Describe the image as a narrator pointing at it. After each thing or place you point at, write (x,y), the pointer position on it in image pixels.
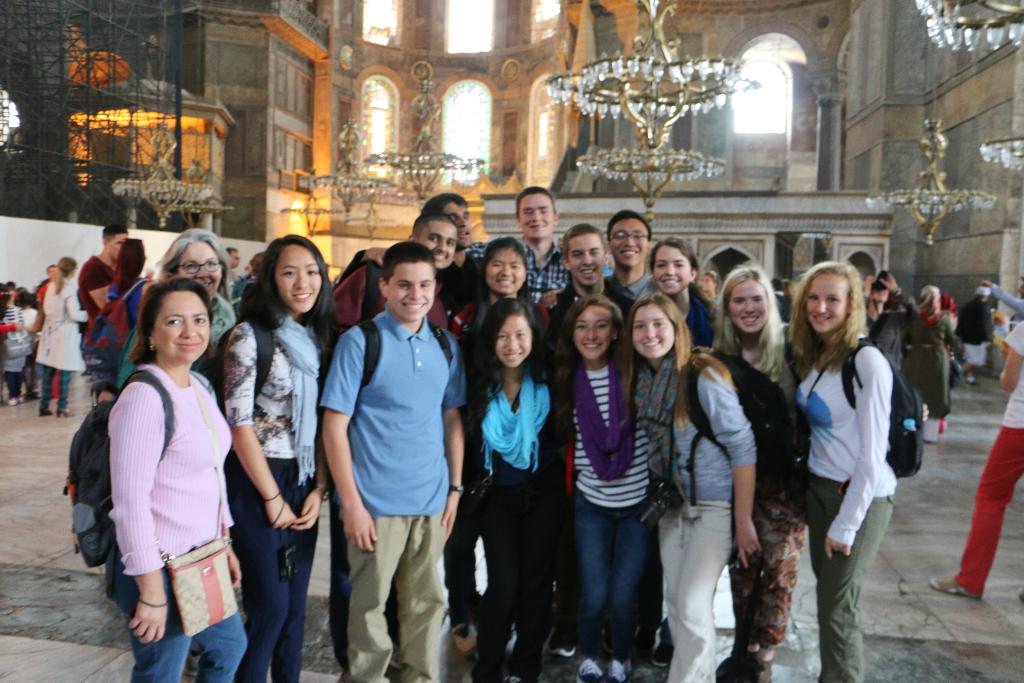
There are group of people (153,315) standing and smiling/. In the background (588,49) we can see chandeliers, building (903,43), people (127,276) and windows (470,118).
